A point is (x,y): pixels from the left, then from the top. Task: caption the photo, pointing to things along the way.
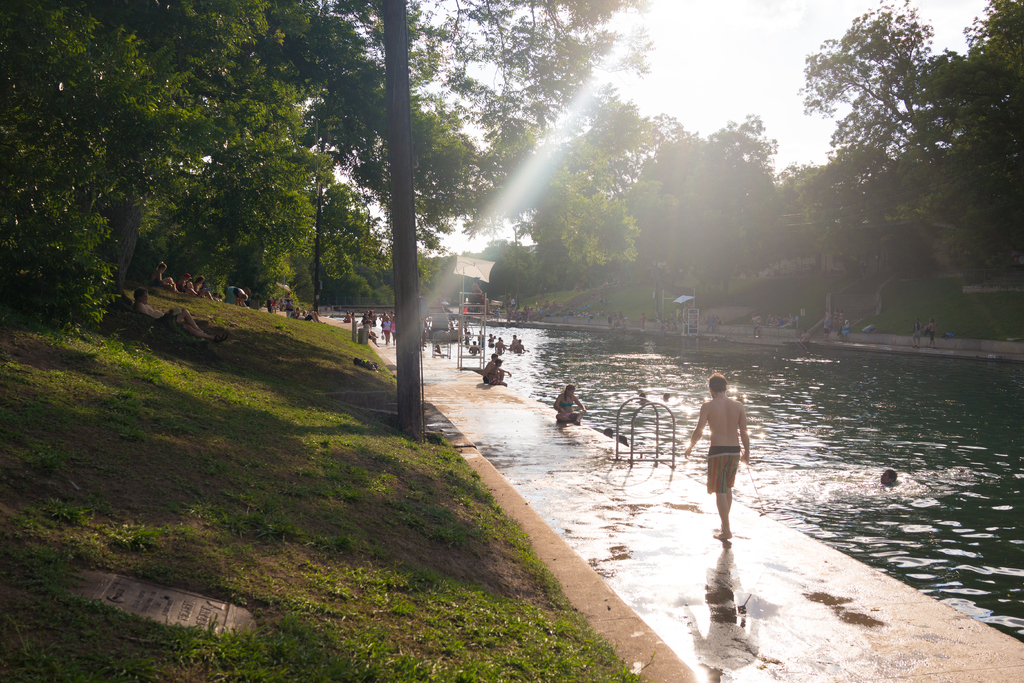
In the center of the image (626,441) there are few people (560,407) swimming in the pool (855,432). Beside the swimming pool (839,468) there is a pavement (777,581) and few people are walking on the pavement (622,573). At the bottom of the image (349,564) there is grass (242,486) on the surface (249,453). On the right side of the image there are stairs (841,310). In the background of the image (857,229) there are trees (507,169) and sky (789,66).
